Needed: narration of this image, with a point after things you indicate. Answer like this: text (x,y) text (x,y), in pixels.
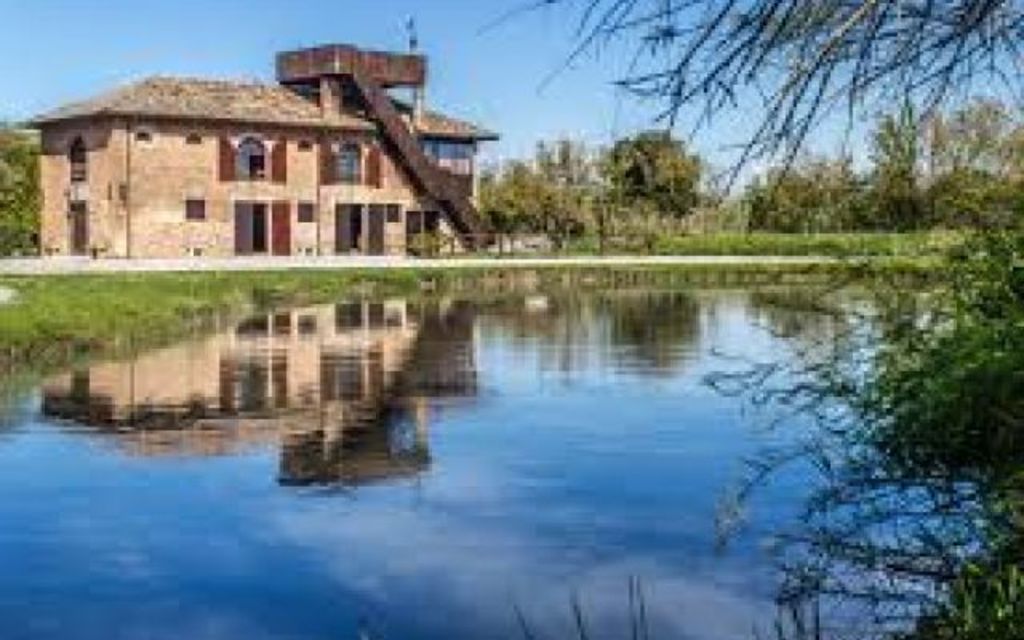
This is water (568,530) and there are trees (987,530). Here we can see a house (263,180). In the background (507,77) there is sky (509,63).
